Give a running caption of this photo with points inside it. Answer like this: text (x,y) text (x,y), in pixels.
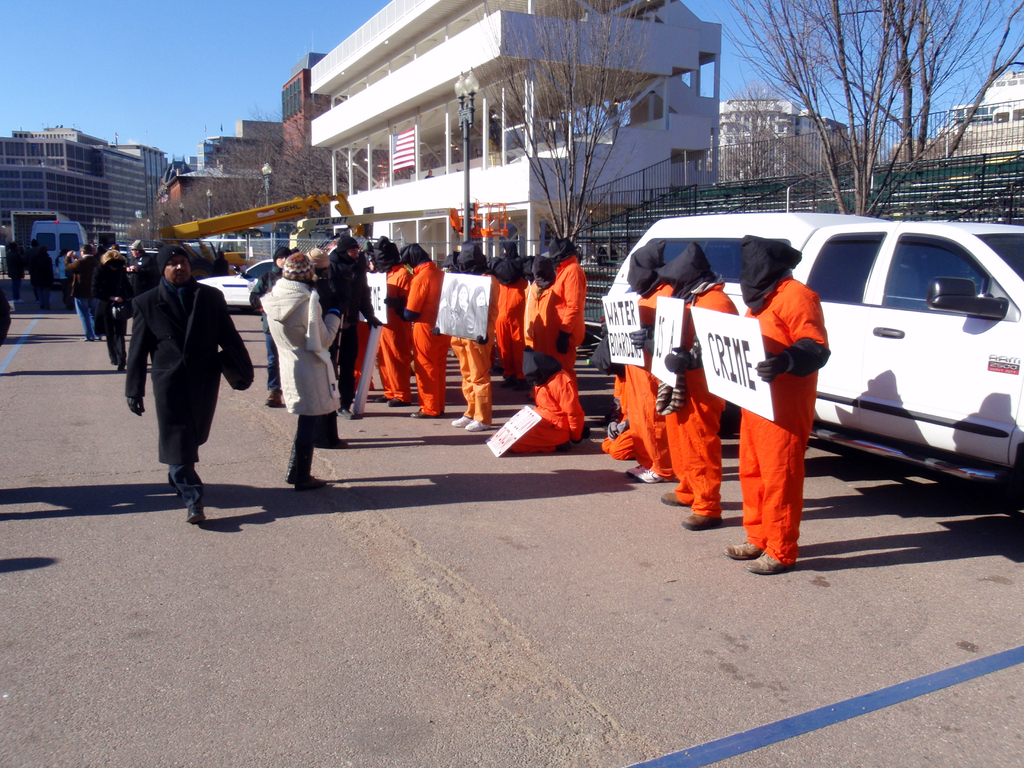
In this picture we can see some prisoners (666,424) wearing orange color t-shirt (780,456), standing on the road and holding the white boards (659,309). Behind there are some persons (347,310) standing and watching them. In the background (358,115) there is a white building (539,219), cars (851,262), trees (868,153) and railing (628,209).
